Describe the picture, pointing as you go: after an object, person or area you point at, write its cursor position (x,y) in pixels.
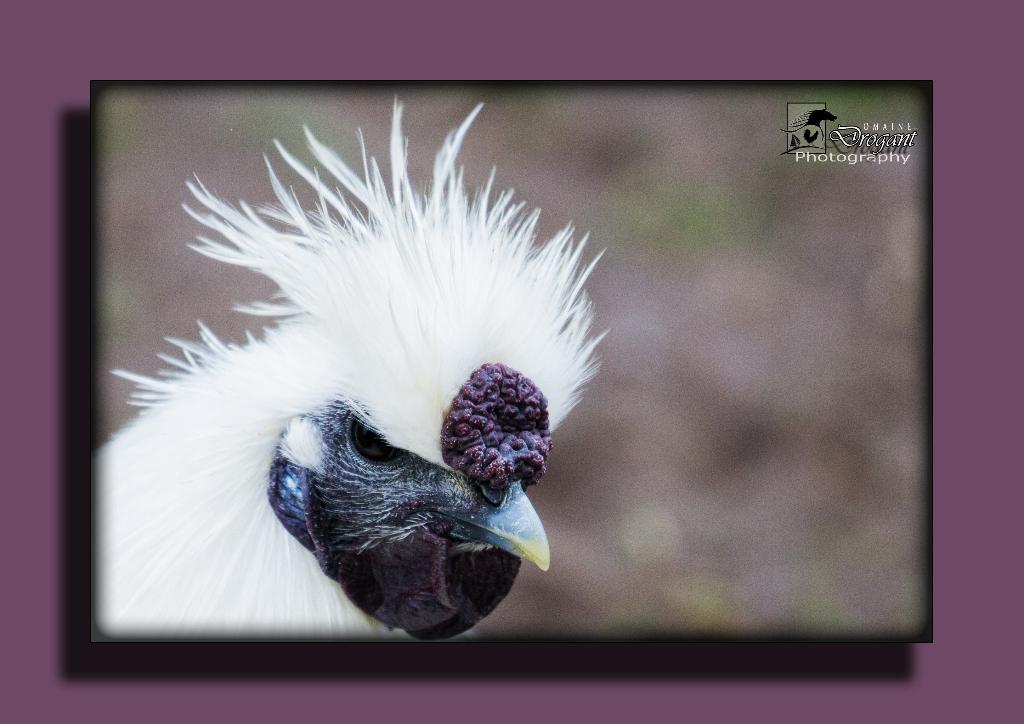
This is an edited image. On the left side (220,404), I can see a bird (210,434) which is in white color. On the right top of the image (871,132) I can see some text (860,142). The background (839,483) is blurred.
